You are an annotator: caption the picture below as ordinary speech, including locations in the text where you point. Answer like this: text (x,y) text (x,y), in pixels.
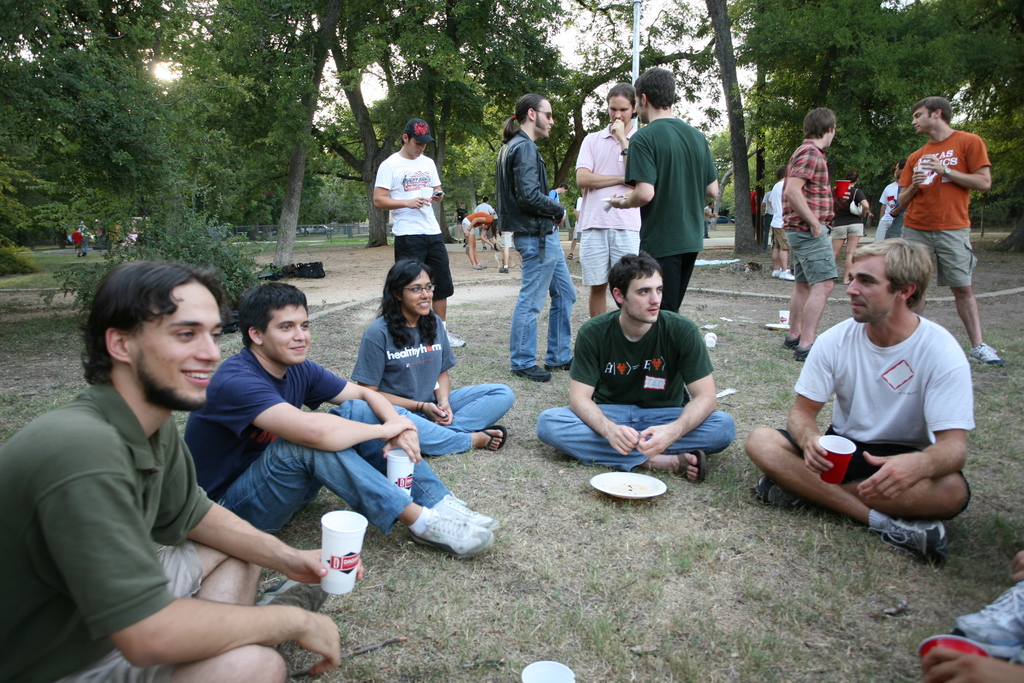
In this picture we can see a group of people (885,300) where some are sitting and smiling and some are standing on the ground (777,301), plate (599,485), glasses (341,569) and in the background (9,257) we can see trees (806,88), sky (718,86).
